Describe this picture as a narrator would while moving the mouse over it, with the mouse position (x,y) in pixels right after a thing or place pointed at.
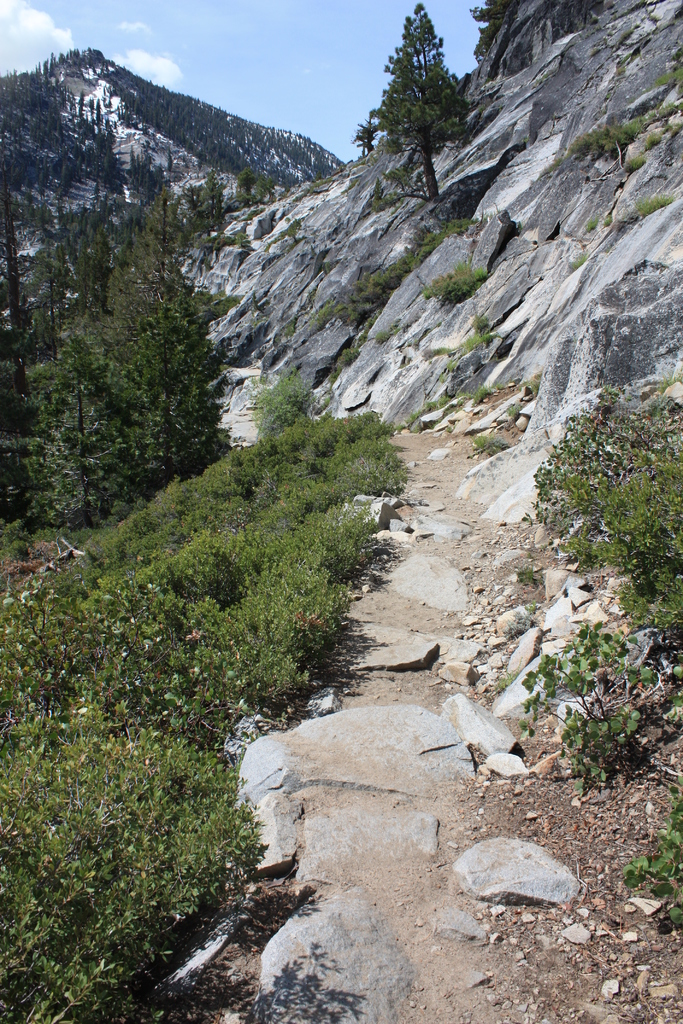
As we can see in the image there are trees (173,334), hills (343,205), grass (682,480) and sky (197,49).
